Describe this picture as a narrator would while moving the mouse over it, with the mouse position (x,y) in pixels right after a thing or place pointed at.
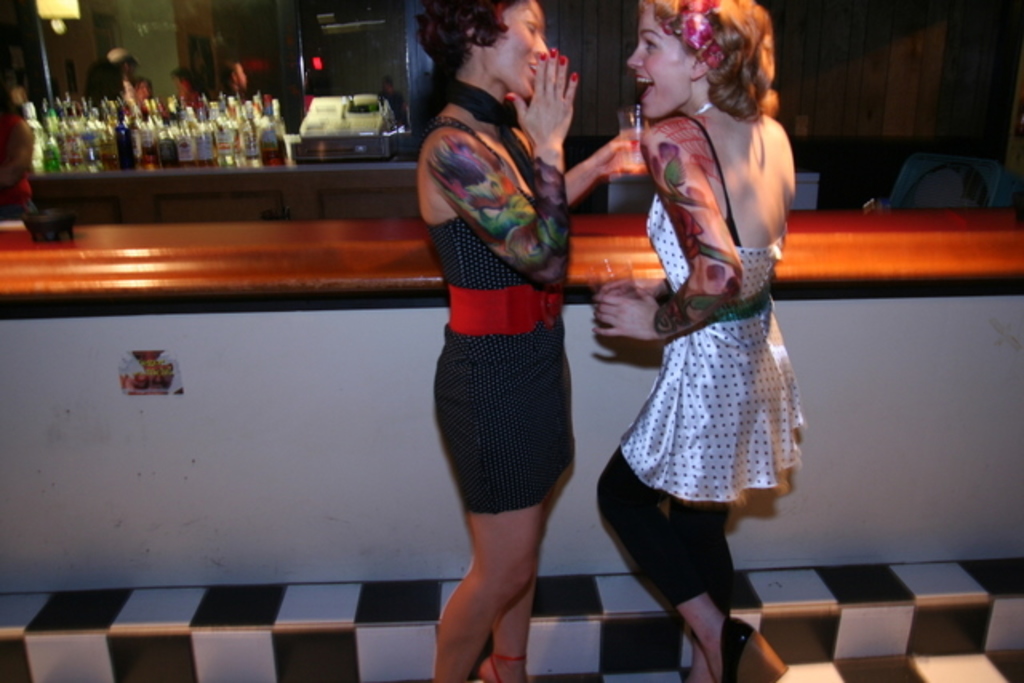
In this image we can see two women (645,500) standing and holding glasses (634,121), behind them there is a table (405,299) and in the background (276,147) there are few bottles (236,125) on the table (349,166) and a cupboard (334,186).
